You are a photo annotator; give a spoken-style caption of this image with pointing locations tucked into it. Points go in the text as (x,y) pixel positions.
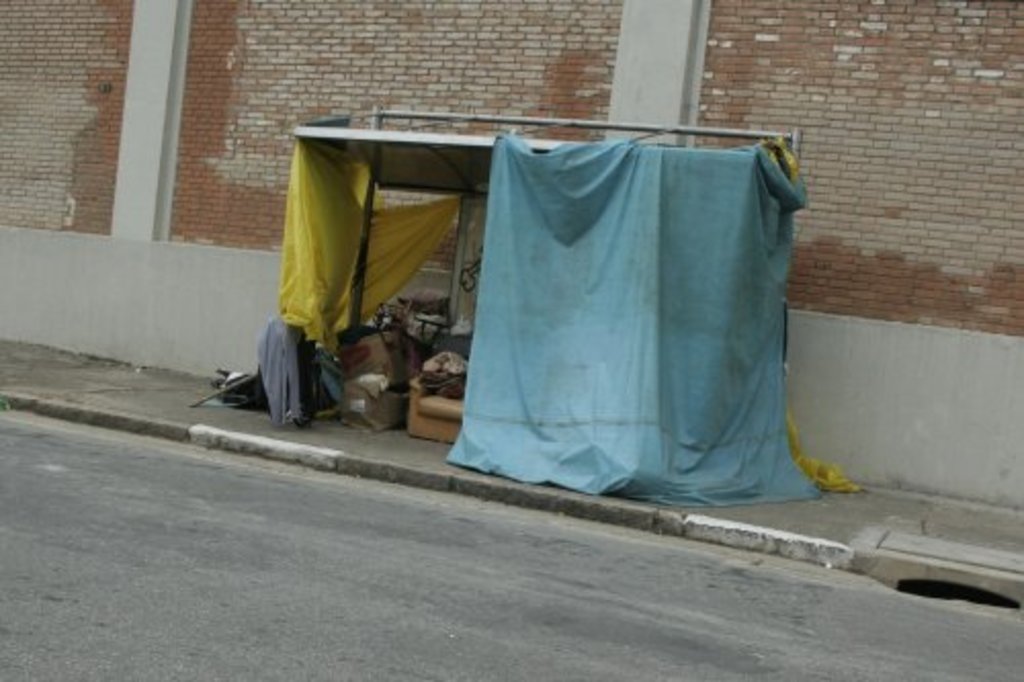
In this image we can see a shed (719,447) and there are things (420,363) placed in the shed (750,440). At the bottom (373,542) there is a road (494,530). In the background (845,88) there is a wall (550,92).
